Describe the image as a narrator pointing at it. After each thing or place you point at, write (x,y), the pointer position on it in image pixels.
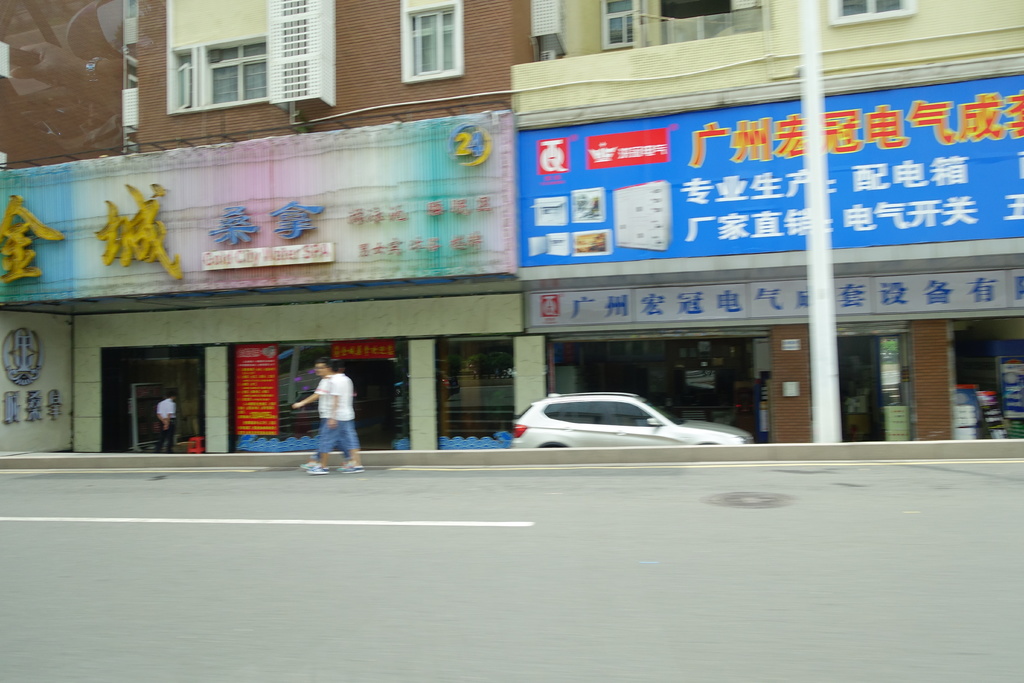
In this image, there are two persons (334,421) wearing clothes (338,407) and walking on the road (352,505) which is beside the building (413,351). There is a car (555,431) in the middle of the image (540,407). There is pole (825,398) on the right side of the image (829,401).
